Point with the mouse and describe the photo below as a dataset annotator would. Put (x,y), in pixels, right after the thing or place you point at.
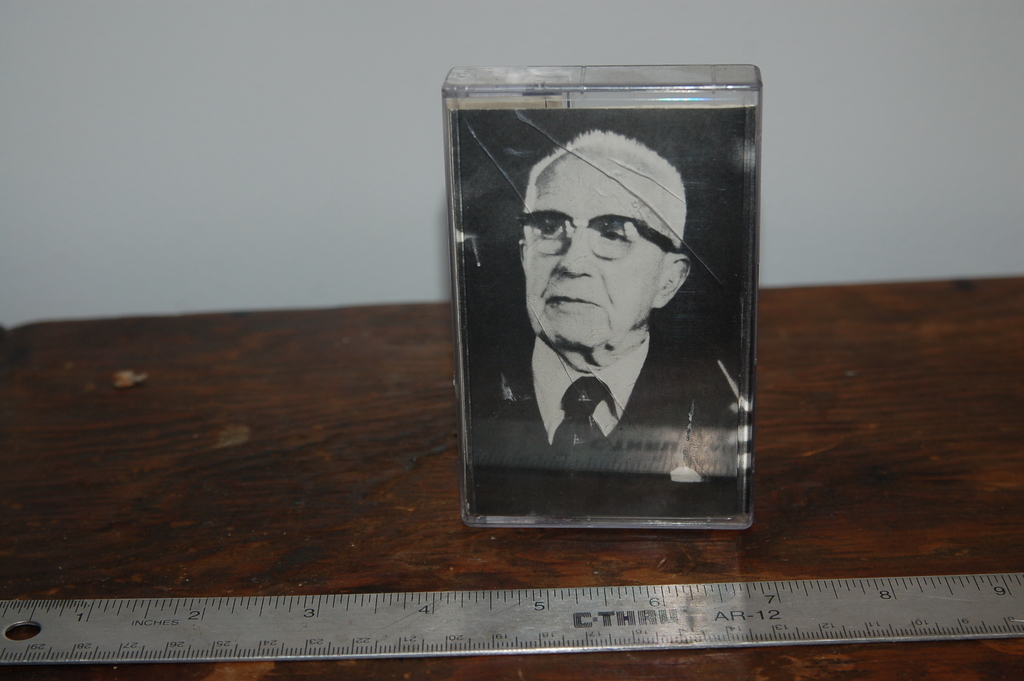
In this image there is a small glass box (622,297) on the table (357,501). On the glass box (597,329) there is a picture (590,294) of a man (541,329). Beside the box (601,322) there is a scale (612,627). In the background (207,70) there is a wall (173,109).
